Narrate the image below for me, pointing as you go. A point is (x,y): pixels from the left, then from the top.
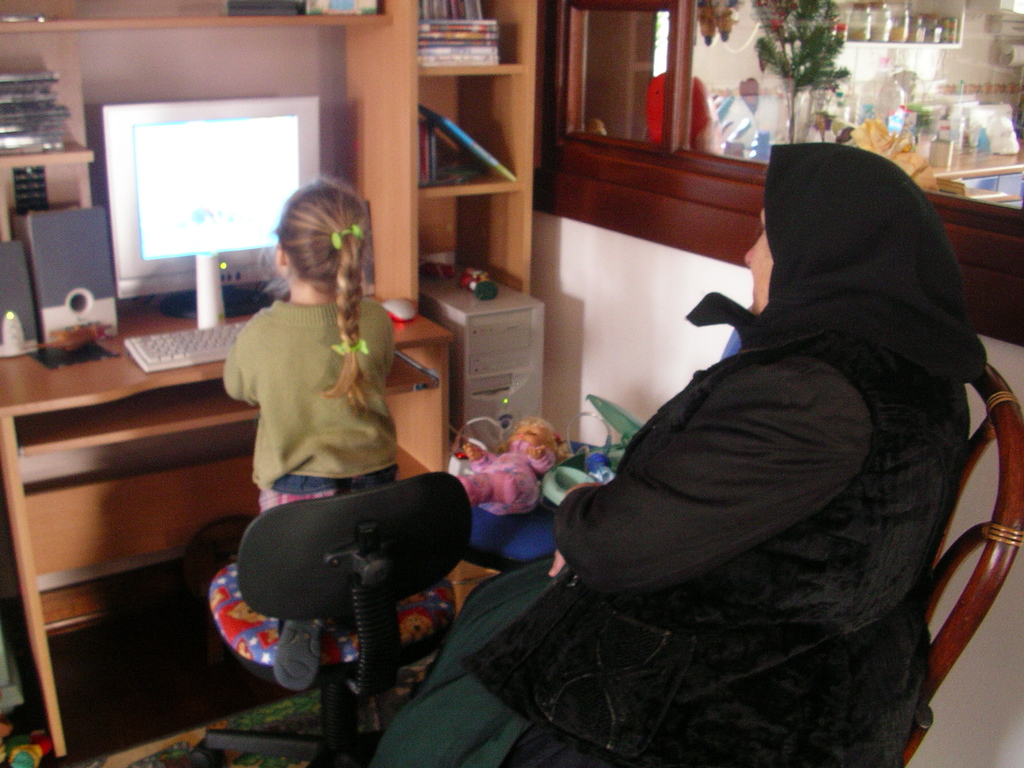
there are 2 people (287,435) sitting. the person (313,451) at the back (298,350) is operating the computer (177,266) which is placed on the table (125,324). the table (413,168) has many shelves (470,71). the shelves (402,63) contains books (483,42).
